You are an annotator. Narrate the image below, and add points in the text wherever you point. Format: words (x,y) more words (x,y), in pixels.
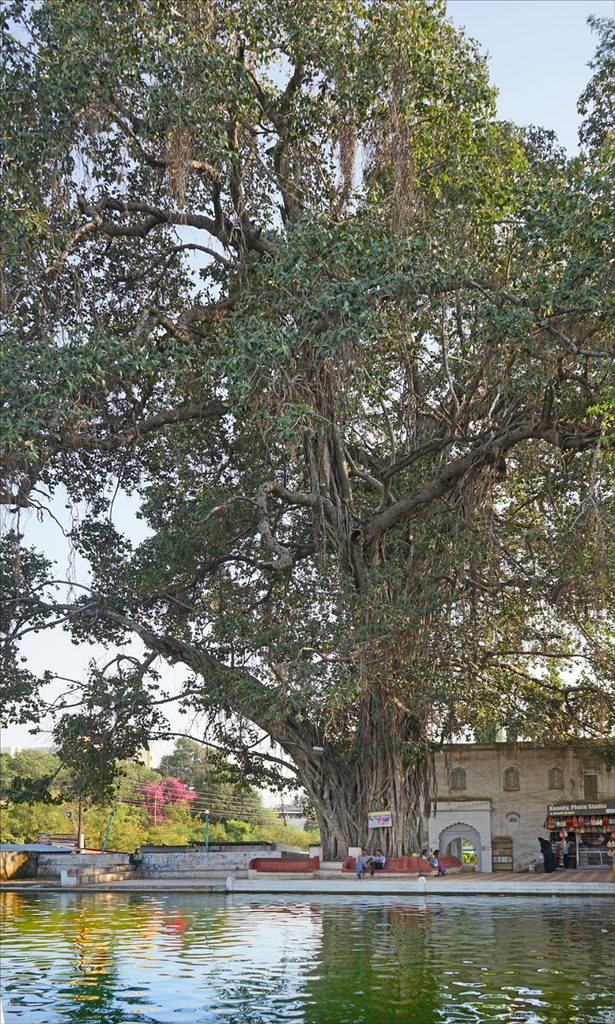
Here we can see water (183,951). Background (598,795) we can see people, building (607,780), wall (276,852), trees (14,278) and sky (162,742).
